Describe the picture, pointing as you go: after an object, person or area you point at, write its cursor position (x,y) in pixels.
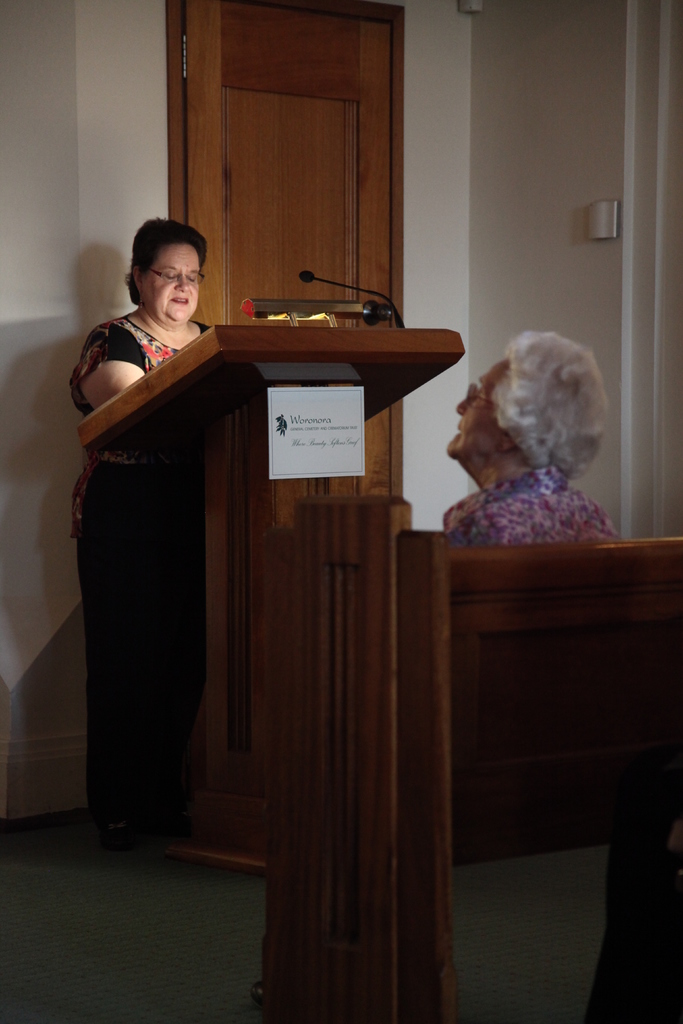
In this picture there is a woman (156,486) standing in front of a wooden stand (280,458) and there is a mic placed on it and there is another woman (547,496) sitting in the right corner (517,525).
